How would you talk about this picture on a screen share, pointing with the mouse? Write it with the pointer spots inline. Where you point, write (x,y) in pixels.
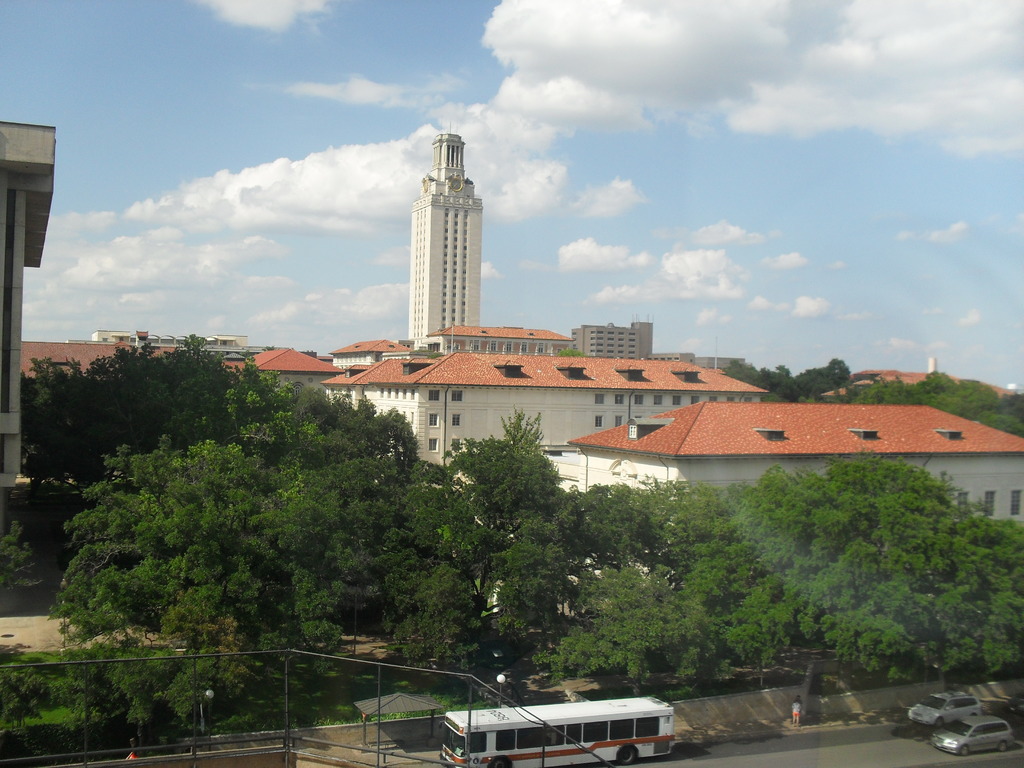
In the picture I can see buildings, trees (472,649), vehicles (485,733) on the road (831,735), fence (385,755) and some other things (780,712). In the background (496,278) I can see the sky (512,272).
